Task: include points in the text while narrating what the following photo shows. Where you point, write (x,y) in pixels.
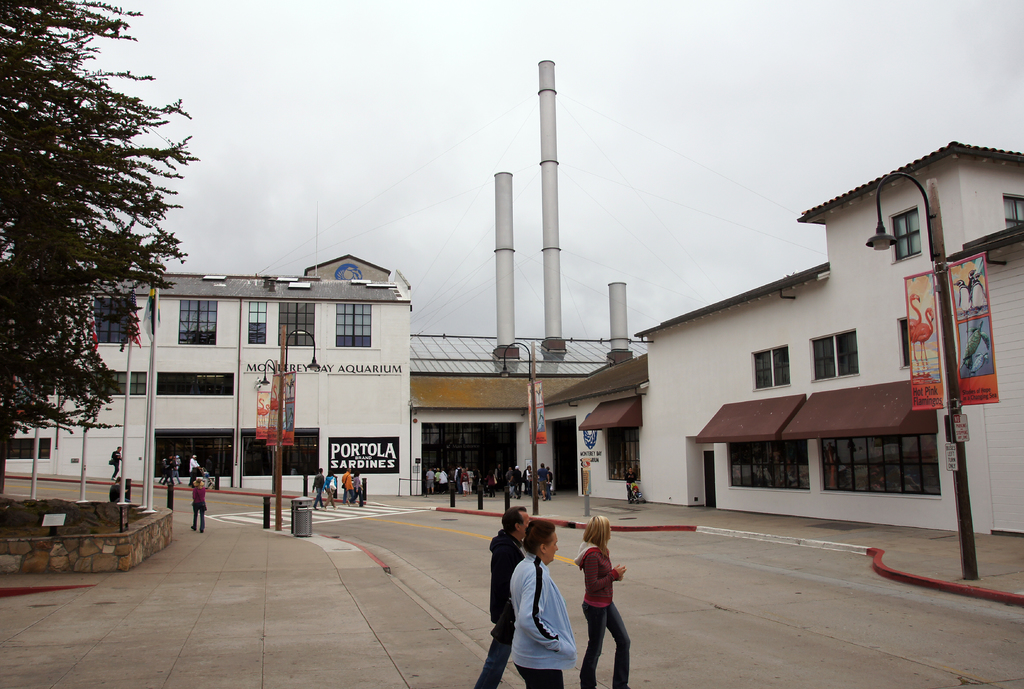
In this image we can see buildings (335,419), chimneys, street poles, street lights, advertisements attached to the poles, trees (39,403), flags (135,309), flag posts (83,485), bins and people (326,492) on the road (745,580).
